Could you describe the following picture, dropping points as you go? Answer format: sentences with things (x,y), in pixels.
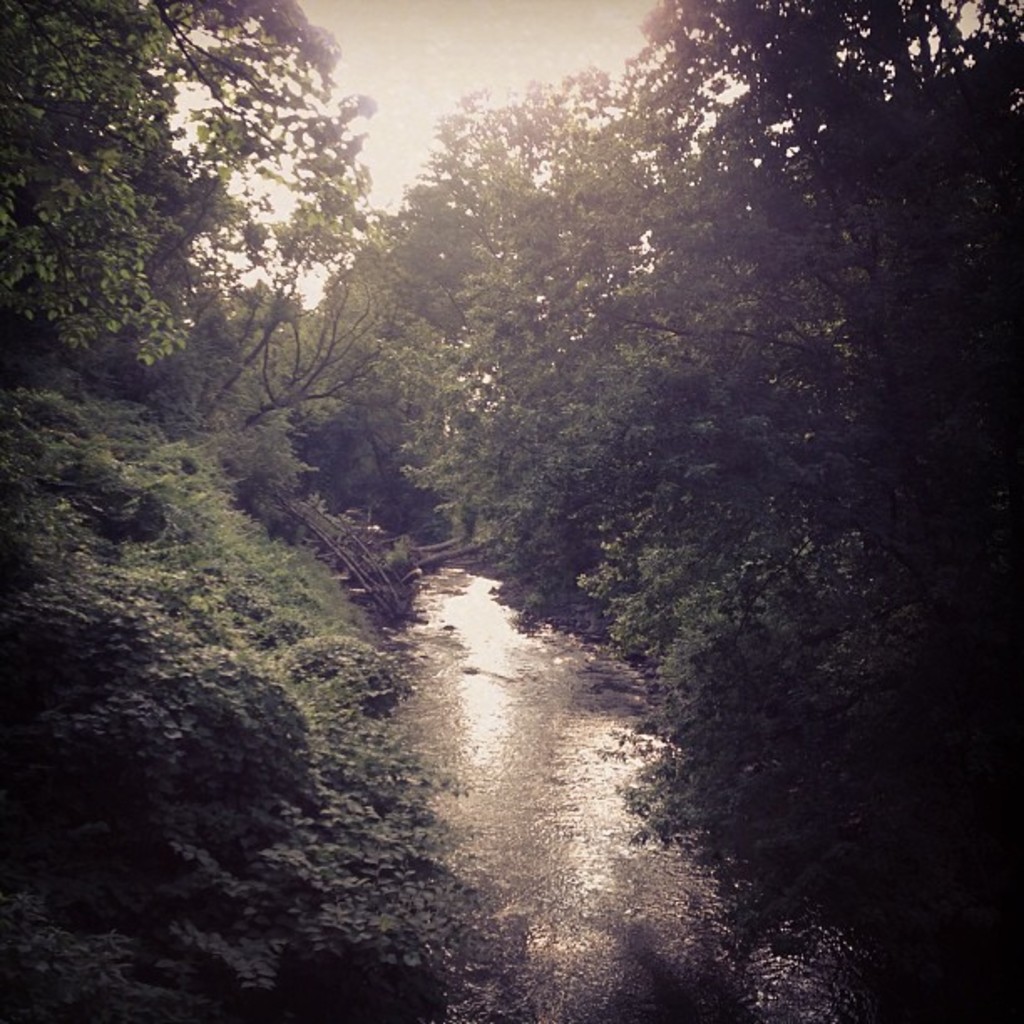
This looks like a forest (494,559). I can see a small canal (473,596) with the water (557,878) flowing. These are the trees (409,260) with branches (784,219) and leaves (866,562).
